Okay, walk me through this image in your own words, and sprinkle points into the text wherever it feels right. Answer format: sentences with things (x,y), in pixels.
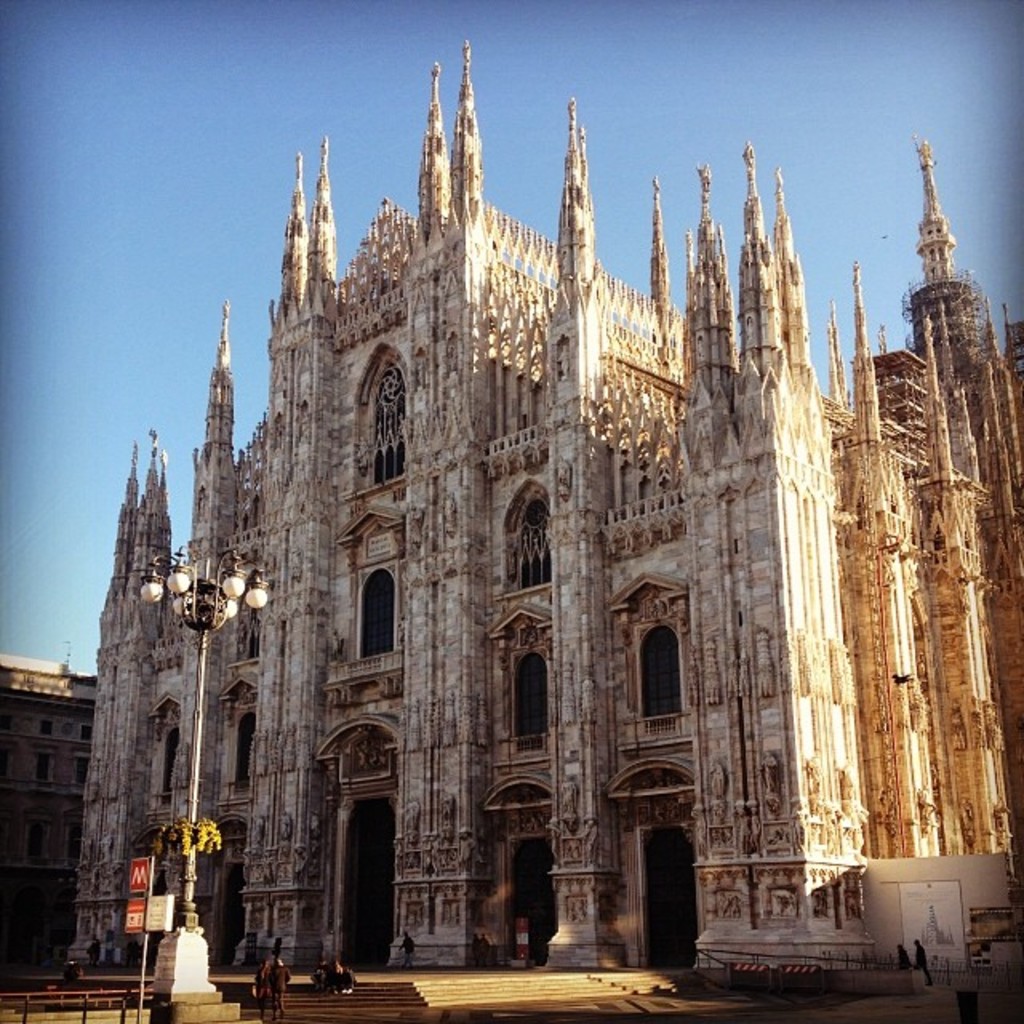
In the center of the picture (364,425) we can see a building (333,625) it is looking like a cathedral (629,484). In the foreground (323,981) there are street light (191,879), board (170,928), people (344,983), staircase (551,994) and railing (25,1017). At the top (286,100) there is sky (198,196).
